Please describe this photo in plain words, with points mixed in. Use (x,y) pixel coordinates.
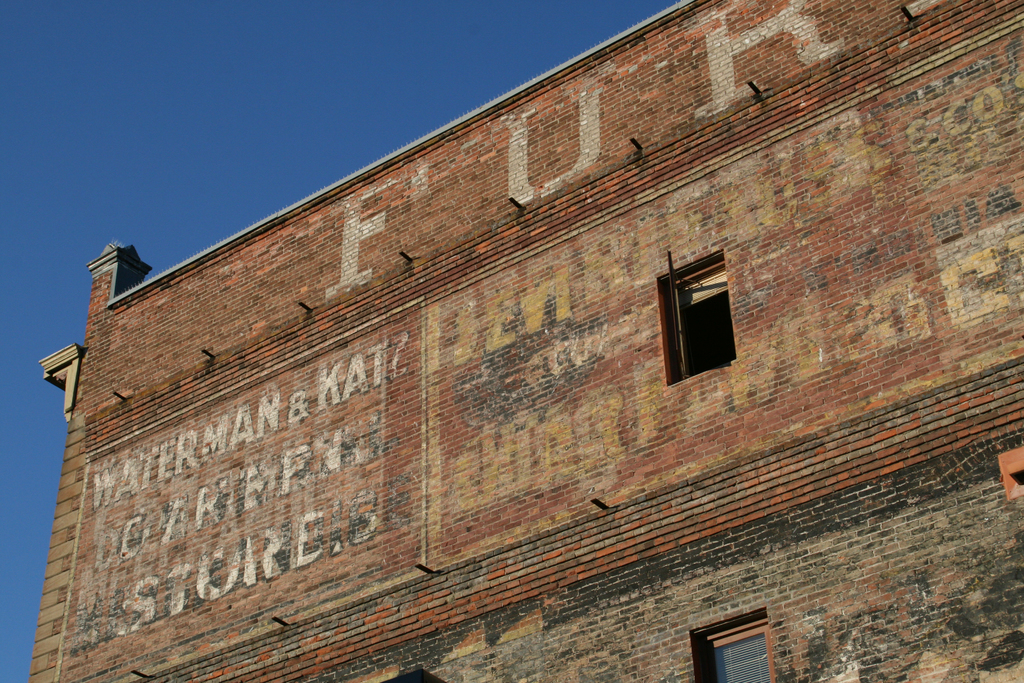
In this image I can see a building (541,368) and windows (686,343). We can see brick wall (264,412). The sky (238,186) is in blue color.
